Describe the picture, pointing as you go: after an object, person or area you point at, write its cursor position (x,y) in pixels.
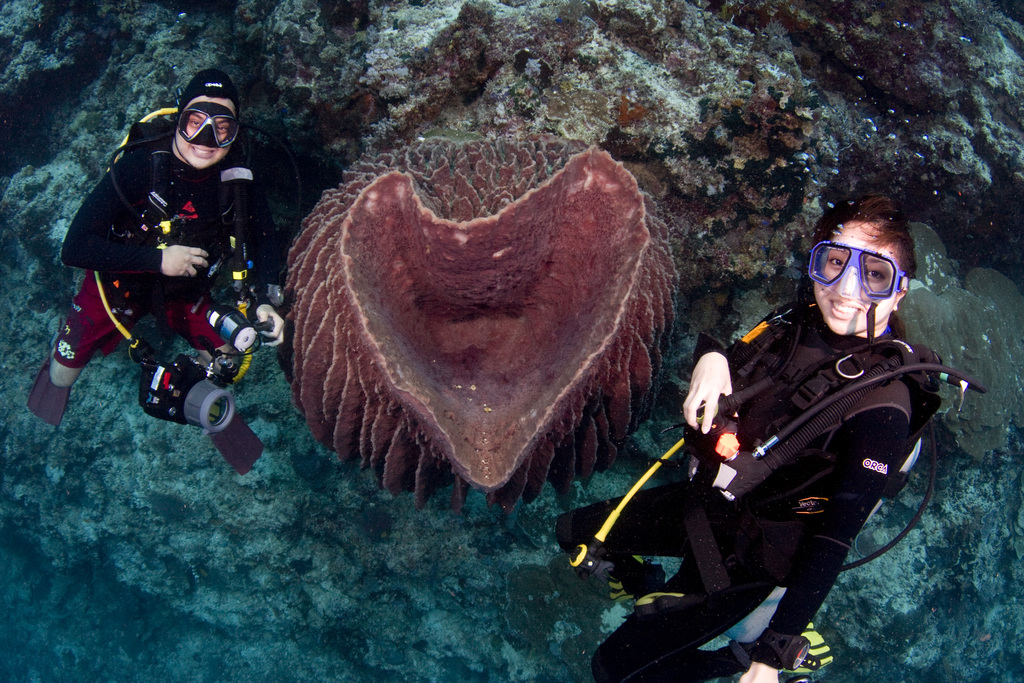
In this image there is one person (163,293) standing at left side of this image (202,236) is wearing scuba diving dress (200,184) and there is one another person (705,478) standing at right side of this image (775,444) is also wearing scuba diving dress (775,473).
